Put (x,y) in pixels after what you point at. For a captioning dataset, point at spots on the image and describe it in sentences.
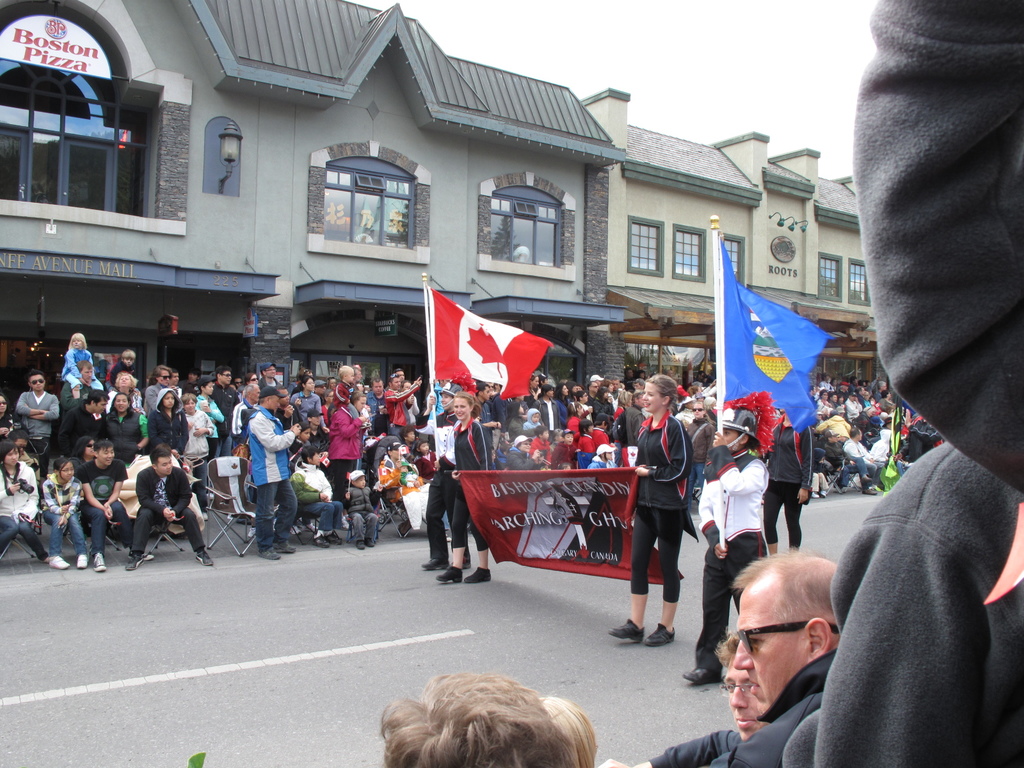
As we can see in the image there are buildings (507,218), flags (813,360), banner (597,496) and group of people (963,525). At the top (675,15) there is sky (627,1).
